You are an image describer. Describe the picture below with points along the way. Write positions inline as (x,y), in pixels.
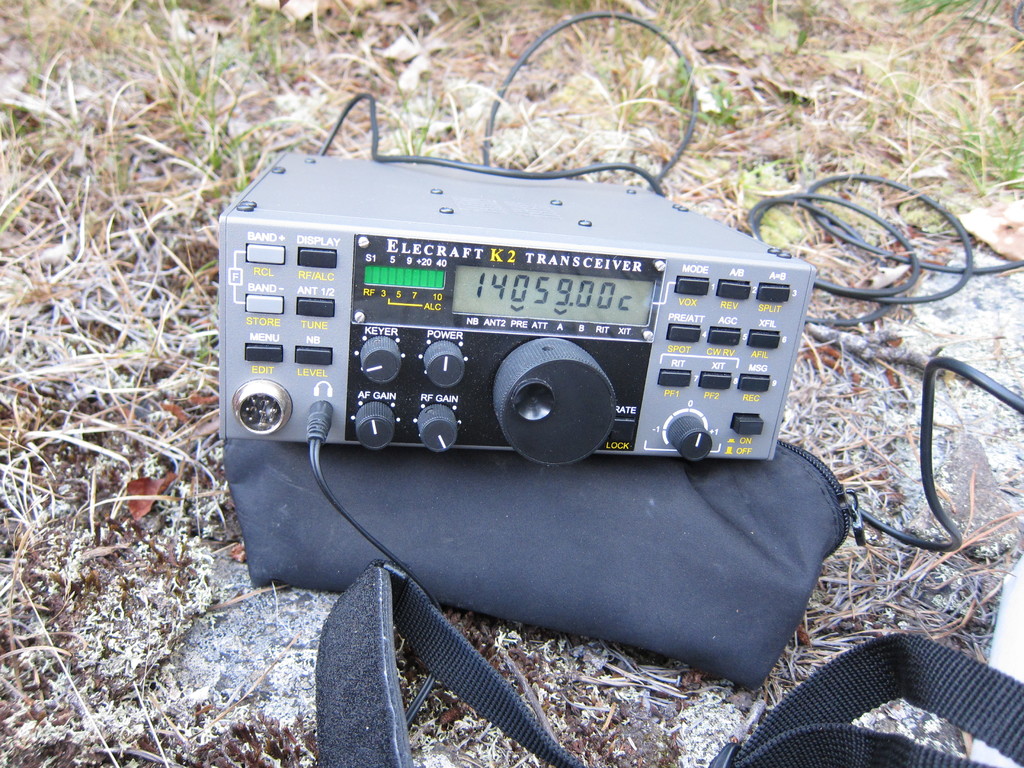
In this image there is a device (407,187) on a bag (296,545) which is on the land (42,471) having some grass (114,187). There are wires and objects (1011,591) on the land (1005,413). On the device (475,367) there are knobs (386,354), buttons (328,352) and a screen (518,305) which is displaying some numbers (511,294).
